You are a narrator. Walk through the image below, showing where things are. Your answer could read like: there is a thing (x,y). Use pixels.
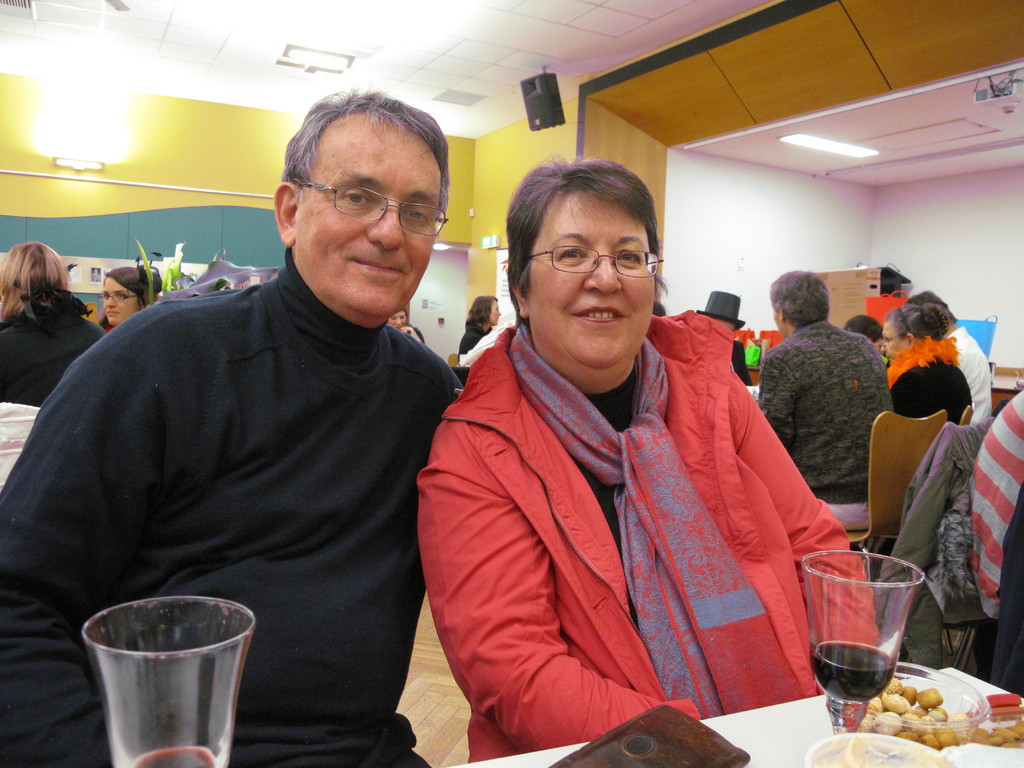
In this picture I can see few (888,371) are sitting on the chairs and I can see couple of glasses (116,764) and few bowls (894,739) with some food (903,736) on the table (796,717). I can see lights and a speaker (546,77) to the ceiling (428,42). This picture looks like a inner view of a restaurant (507,161).
